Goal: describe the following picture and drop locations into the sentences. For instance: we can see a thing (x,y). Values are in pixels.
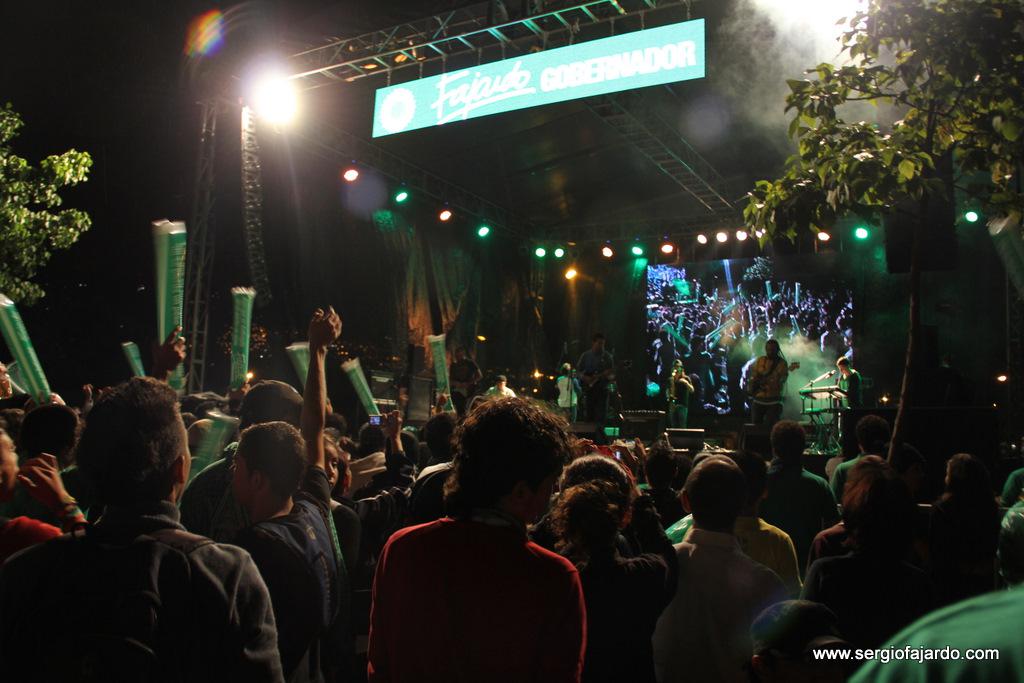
This image is taken in the dark. This is like a music concert and I can see a person (774,363) standing and holding a guitar (753,390) and a group of audience (336,504) holding some objects (166,335) in their hands (169,359) and some lights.
